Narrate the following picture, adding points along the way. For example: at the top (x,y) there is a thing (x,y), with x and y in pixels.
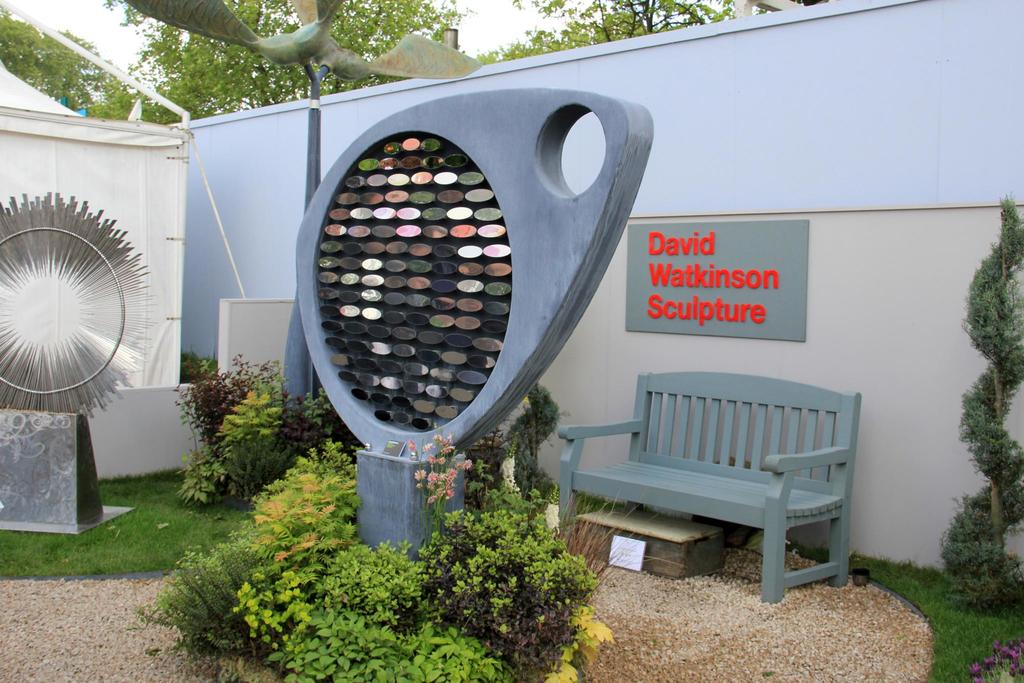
In the front of the image (475,411) I can see a wall (261,284), tent (35,96), plants (274,602), grass (185,538), bench (776,430), box (636,522), information cards (618,550), board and objects (78,232). In the background of the image (599,26) there are trees (644,13) and sky (93,39).
